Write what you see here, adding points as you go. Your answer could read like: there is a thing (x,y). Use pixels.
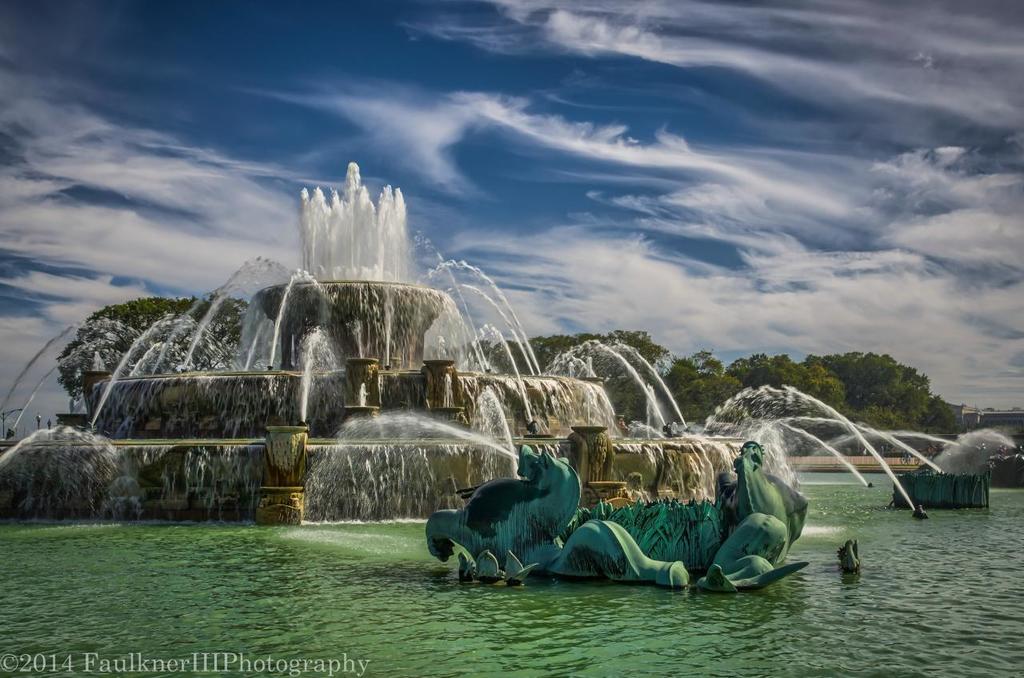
This is a photograph. In this image, on the right side (742,453), we can see a sculpture (646,511) which is placed on the water (584,654). On the right side (980,490), we can see some fountains (999,440), buildings (1009,426). In the background (70,432), we can see some fountains (451,481), trees (72,385). At the top (590,63), we can see a sky (577,80) which is cloudy, at the bottom (356,630), we can see a water (332,630) in a pool (341,582).
